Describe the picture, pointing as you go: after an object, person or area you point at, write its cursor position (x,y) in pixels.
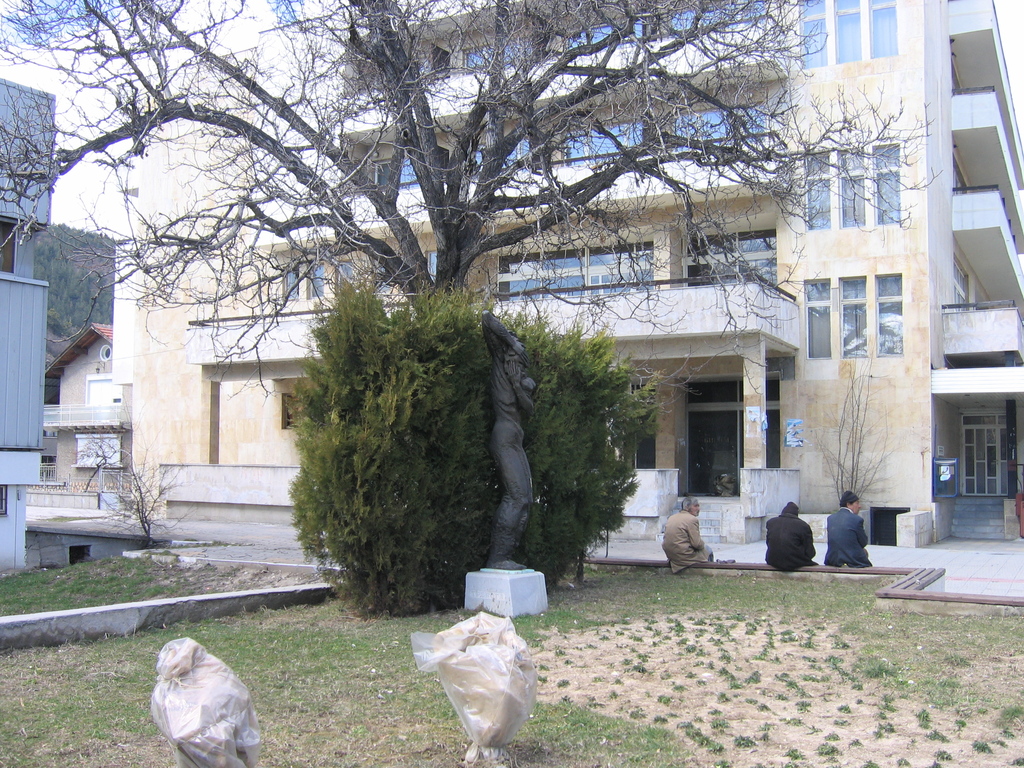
In this image there is a dry grass (944,625) and buildings (177,290) in the left corner (9,236). There is dry grass (348,643) at the bottom (941,634). There are trees (417,487), buildings (734,225), people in the background (948,310). And there is a sky (1015,86) at the top (1015,86).
